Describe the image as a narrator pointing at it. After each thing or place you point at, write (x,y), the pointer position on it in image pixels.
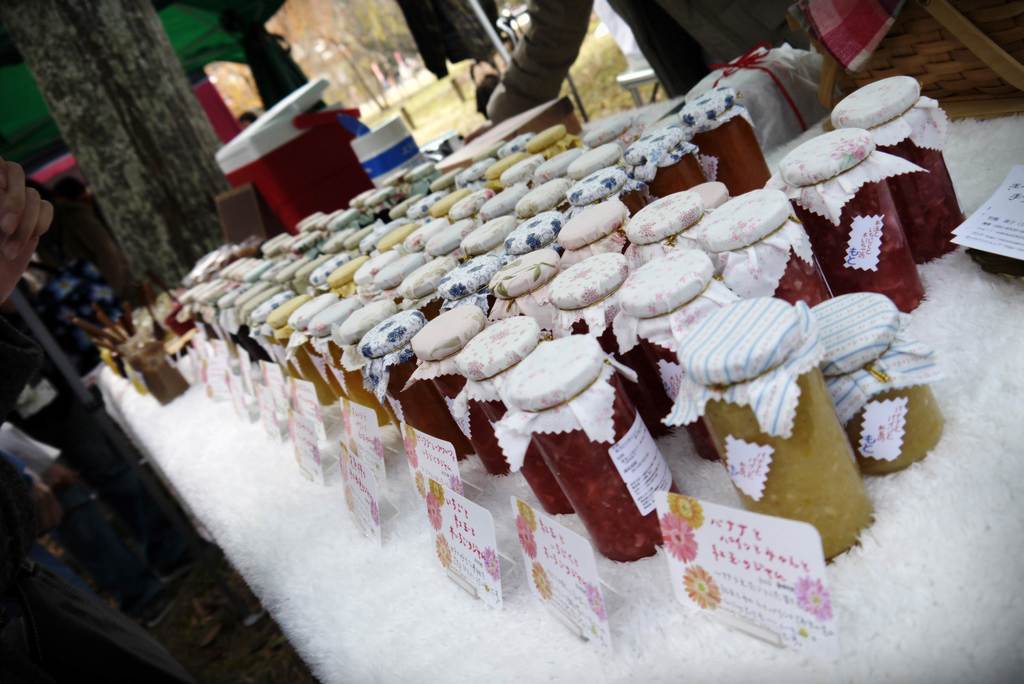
This image consists of jars (646,373) which are kept on the table (421,577) along with the boards (750,607). And we can see a white cloth (267,579) on the table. In the background (82,316), there are boxes (553,116) and a person (687,14) standing. At the bottom (182,638), there is a floor (221,658).
